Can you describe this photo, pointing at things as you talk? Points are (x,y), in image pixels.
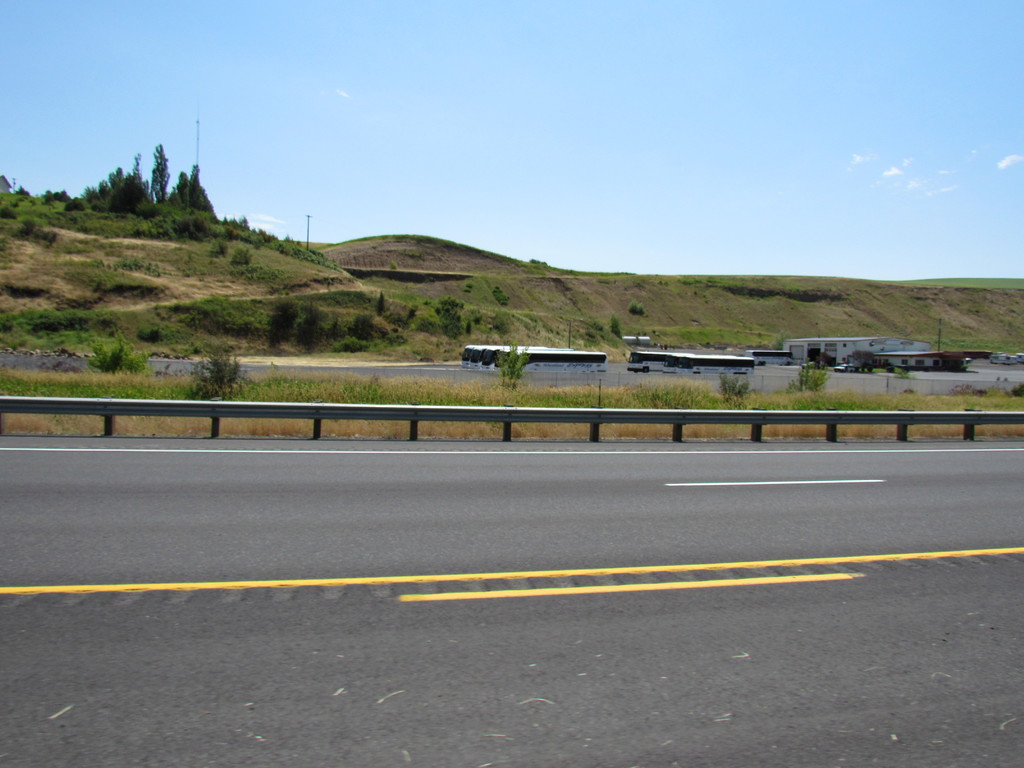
In this image there are a few vehicles (505,365) on the road (525,381), there are few buildings (815,356), few trees (177,189), plants (568,386) and the sky (407,149).
